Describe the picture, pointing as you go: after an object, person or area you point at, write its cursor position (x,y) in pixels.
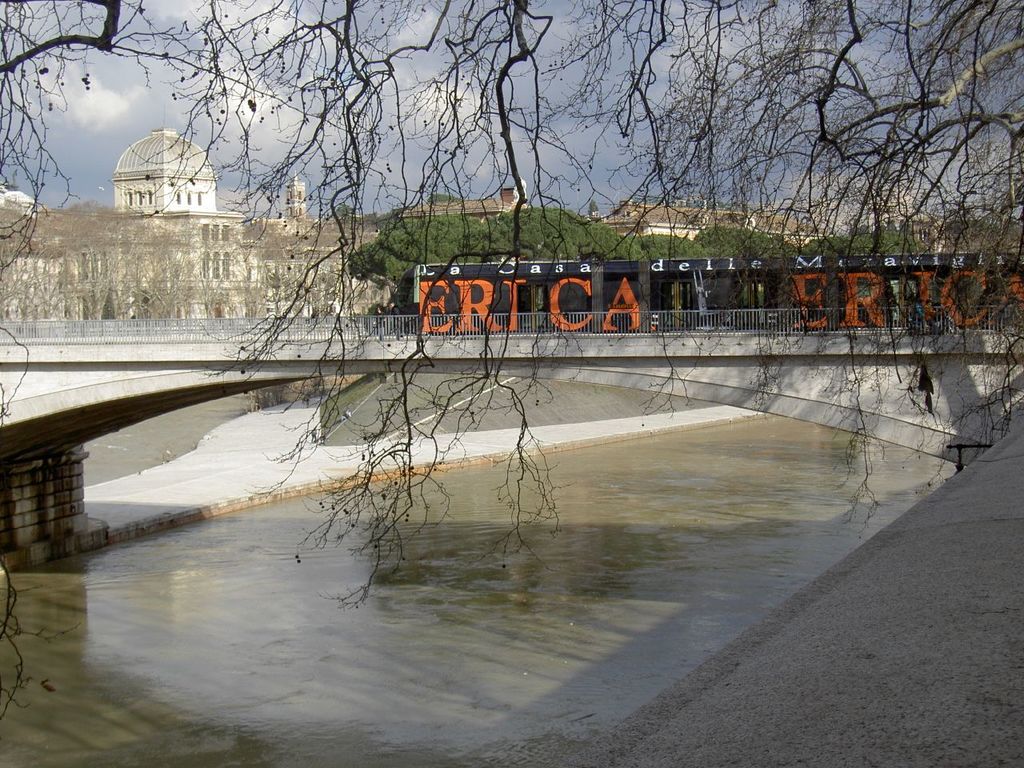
In this image there is a lake (413,589) in the bottom of this image (621,528) and there is a bridge (43,366) in middle of this image (662,345). There are some trees (632,242) on the right side of this image (939,133) and there is a building (213,215) on the left side of this image (174,186). There are some trees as we can see on the right side of this image (801,70) and there is a sky (842,89) on the top of this image (206,93).
